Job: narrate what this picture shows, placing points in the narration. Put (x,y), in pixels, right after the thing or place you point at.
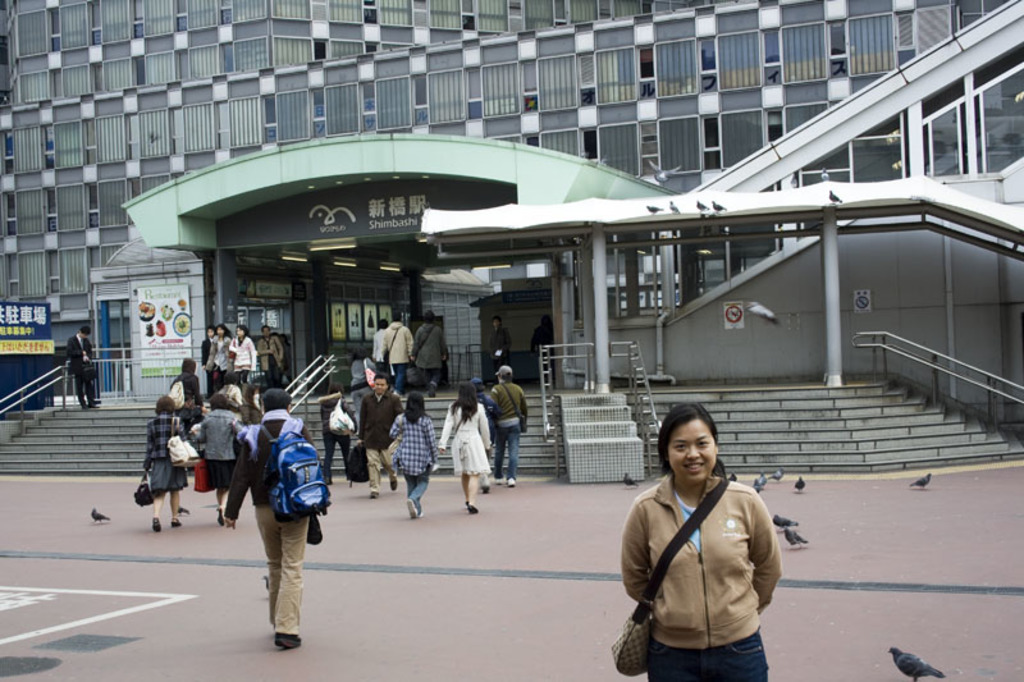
In this image, we can see a group of people (429,436). Few are standing and walking. Here a woman (710,565) is wearing a bag (670,563), standing and smiling. Background (742,409) there is a building (197,337), stairs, rods (129,360), glass (253,319), banners (47,343), pillars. Few birds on the platform (494,575).
